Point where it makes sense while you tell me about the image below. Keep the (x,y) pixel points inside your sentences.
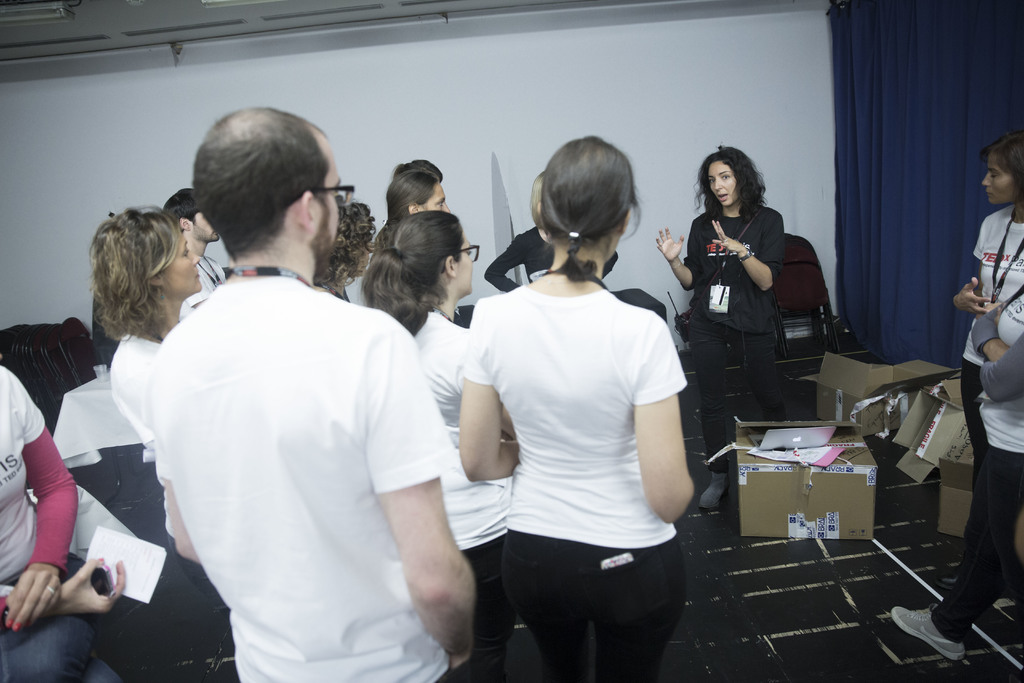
In this picture we can see few people (625,376), carton boxes (830,496), chairs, and curtain (906,189). In the background (559,111) we can see a wall (459,99).
